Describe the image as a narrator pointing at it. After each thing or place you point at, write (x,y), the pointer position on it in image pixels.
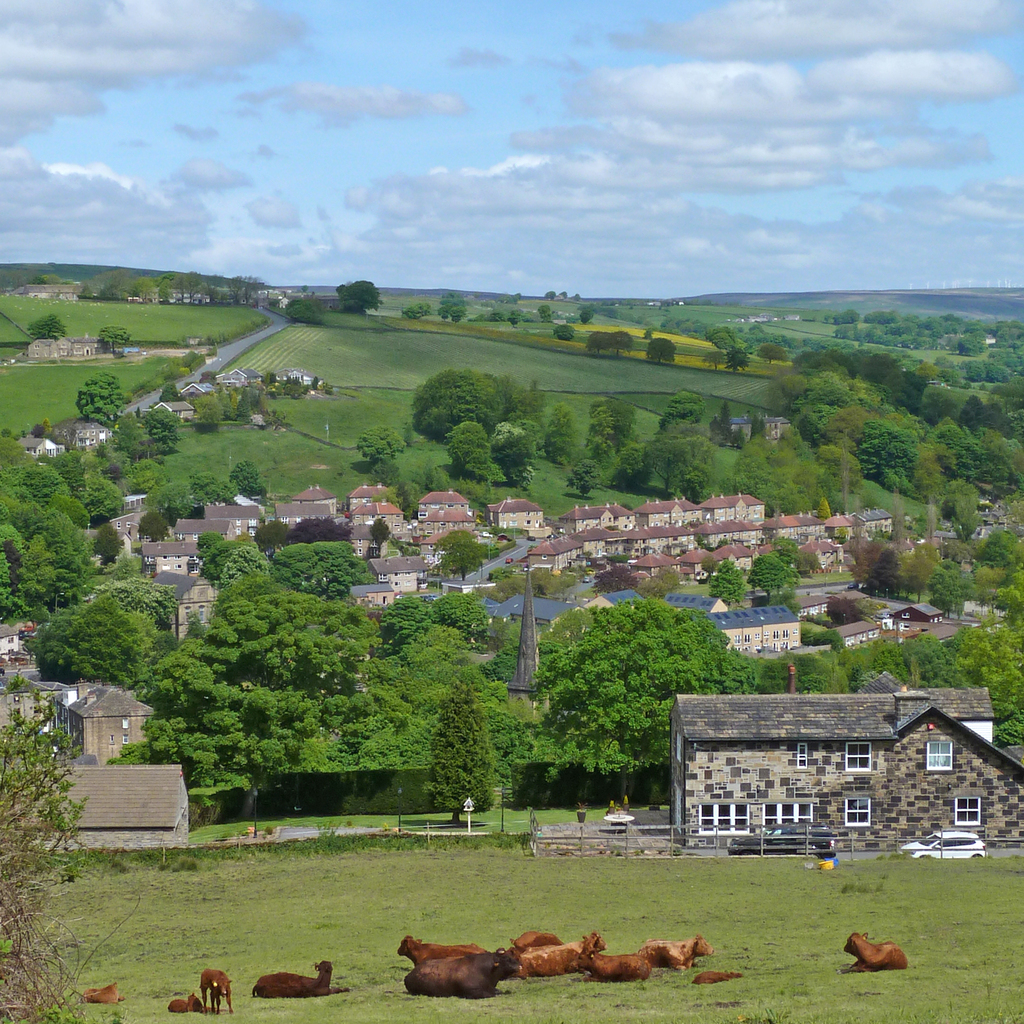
In this image I can see many animals (579,964) which are in brown color. These are on the ground (527,992). In the background (352,768) I can see many buildings (732,814), trees (429,625) and I can see the road (144,403) and the ground (155,370). I can see the clouds (479,229) and the sky (395,104).
